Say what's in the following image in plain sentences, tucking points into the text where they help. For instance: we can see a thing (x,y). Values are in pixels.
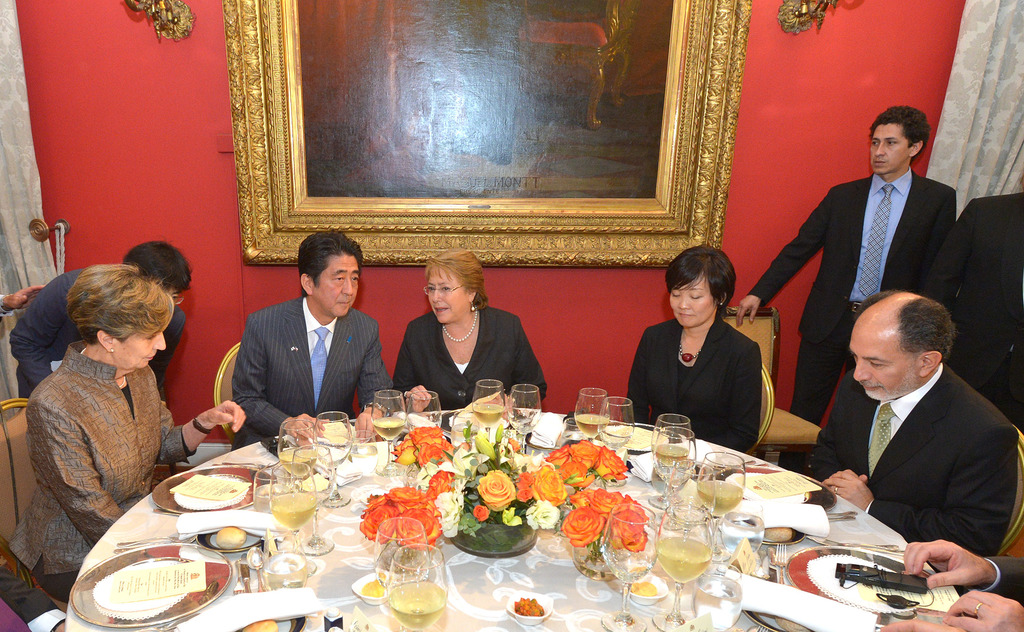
In this image there are group of persons (677,396) sitting around the dining table (556,624) and having their food (778,532) and drinks (736,530) and there are also flowers (466,520) on the dining table (464,568) and at the background (320,96) there is a painting (598,159) which is attached to the red color wall (792,152).
